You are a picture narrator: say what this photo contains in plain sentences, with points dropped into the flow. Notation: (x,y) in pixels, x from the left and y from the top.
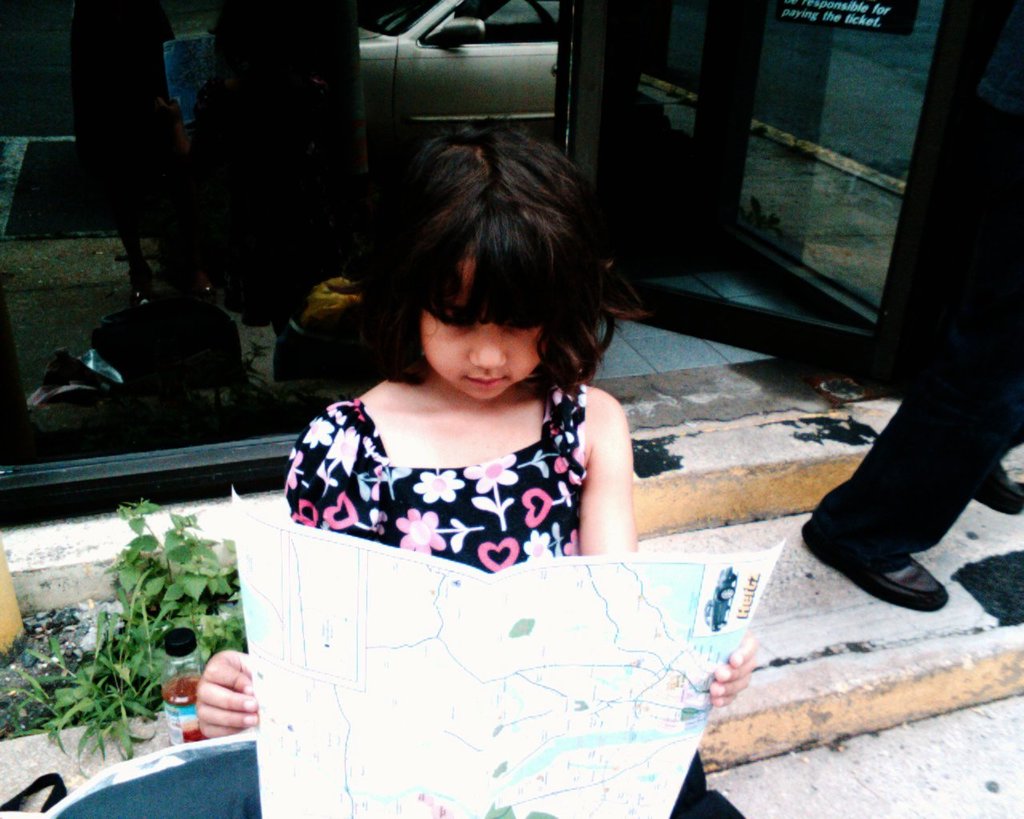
At the bottom of the picture (454,619) we can see a girl (415,550) holding a map (356,671), beside her there are plants (194,600), soil wall (157,741) and other objects (1,631). On the right (947,455) we can see a person (888,525) standing. At the top (313,99) there are glass door (274,125), car (441,63) and a board (843,13).
